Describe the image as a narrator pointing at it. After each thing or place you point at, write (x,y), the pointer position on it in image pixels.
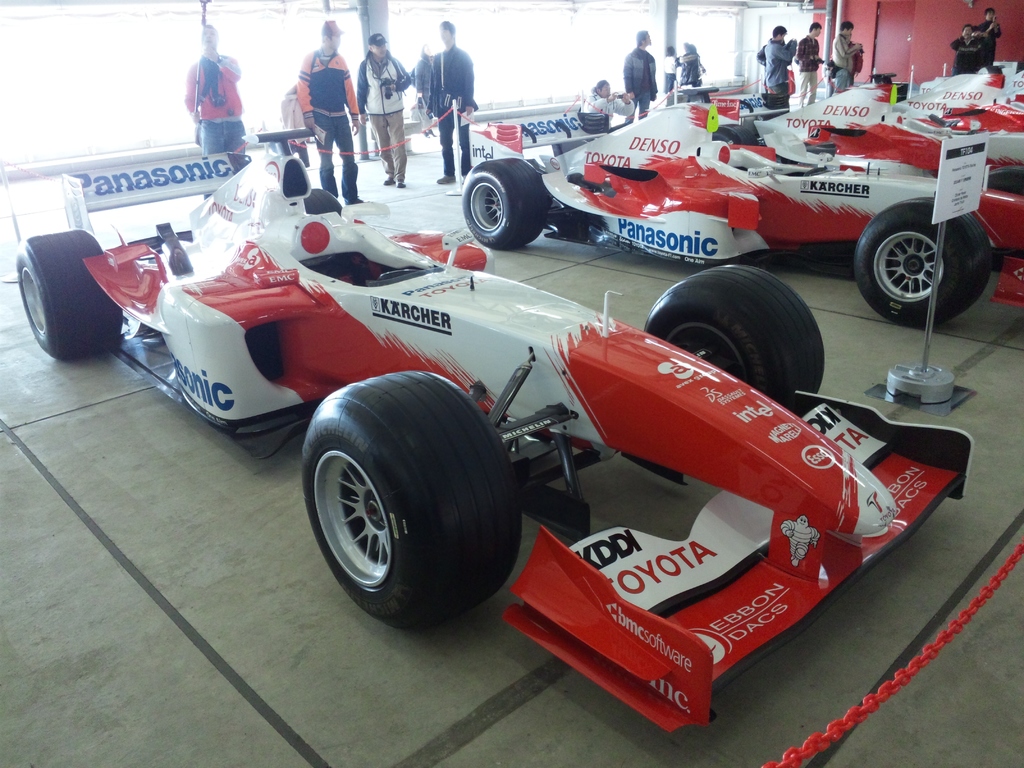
There are vehicles (529,313) and few persons (454,180) on the floor (304,608). Here we can see boards (962,181), chain (572,104), and a rod (931,291). In the background (489,41) we can see glasses (708,39) and a wall (873,40).
